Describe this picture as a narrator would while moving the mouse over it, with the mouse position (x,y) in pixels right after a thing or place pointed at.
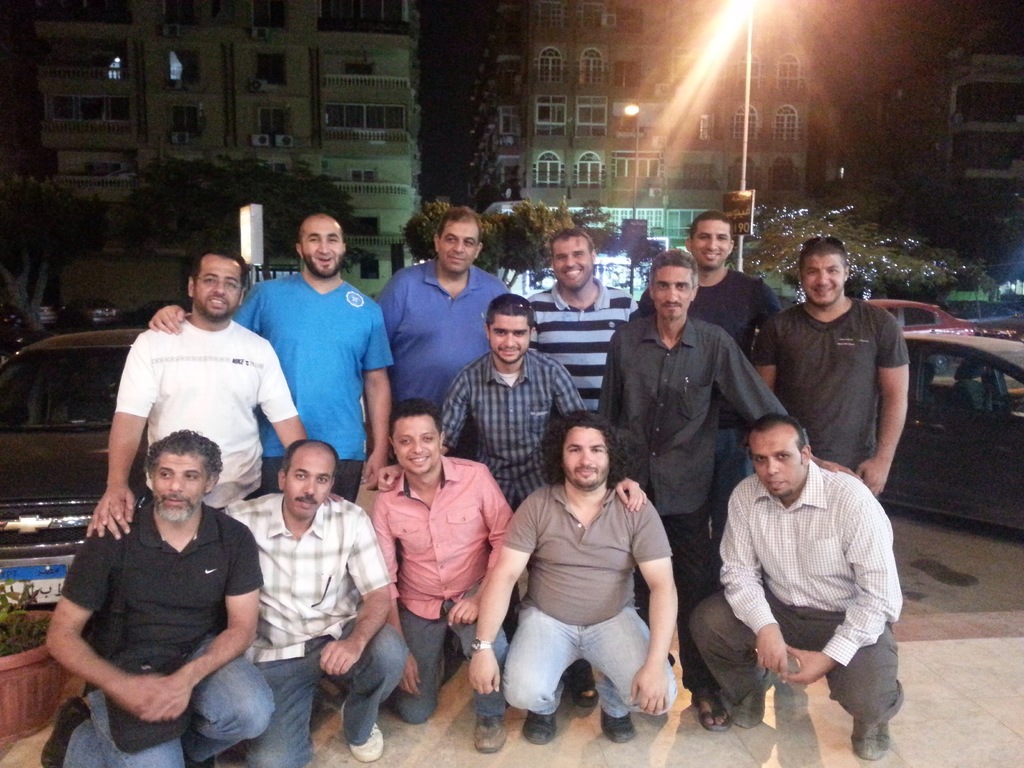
In this image there are a few people (641,506) kneeled down, behind them there are a few people (326,391) standing, all these people (459,365) are posing for the camera with a smile on their face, behind them there are a few cars (94,422) parked, behind the cars (78,432) there is a lamp post (743,194) and there are trees (501,266) and buildings (321,164).
